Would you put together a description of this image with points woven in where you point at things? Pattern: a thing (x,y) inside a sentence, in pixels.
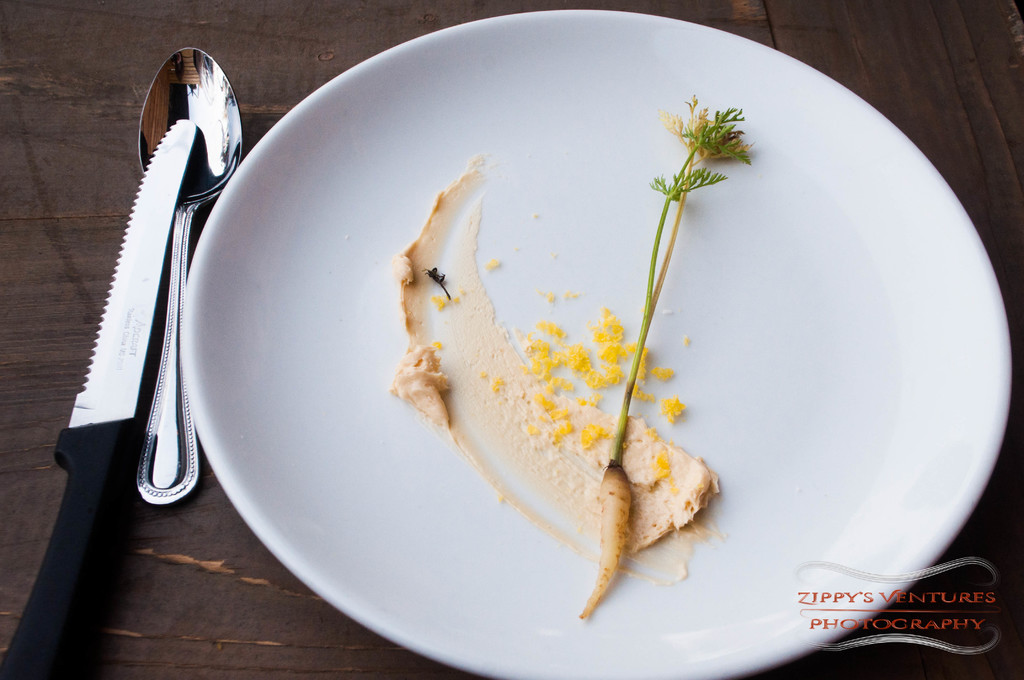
At the bottom of the image (216,608) there is a wooden table (238,604). On the left side of the image (115,358) there is a knife (167,207) and a spoon (167,445) on the table (168,563). In the middle of the image (582,313) there is a plate (636,586) with a parsnip (604,531) and sauce (630,529) on the table (916,674). At the right bottom of the image (883,602) there is a text (965,623).
